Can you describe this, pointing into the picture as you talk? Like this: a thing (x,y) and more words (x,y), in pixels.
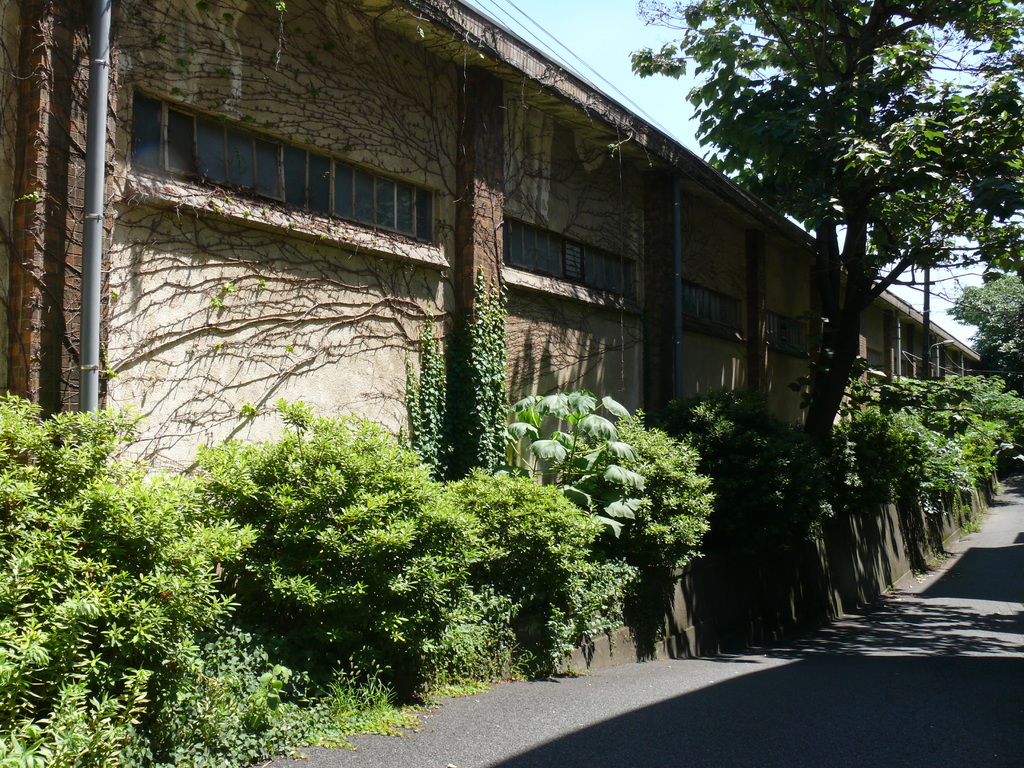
In this picture we can see few plants (627,534), trees (1002,356), a pole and a building (784,241), and also we can see a pipe (103,126) on the wall (48,237).
